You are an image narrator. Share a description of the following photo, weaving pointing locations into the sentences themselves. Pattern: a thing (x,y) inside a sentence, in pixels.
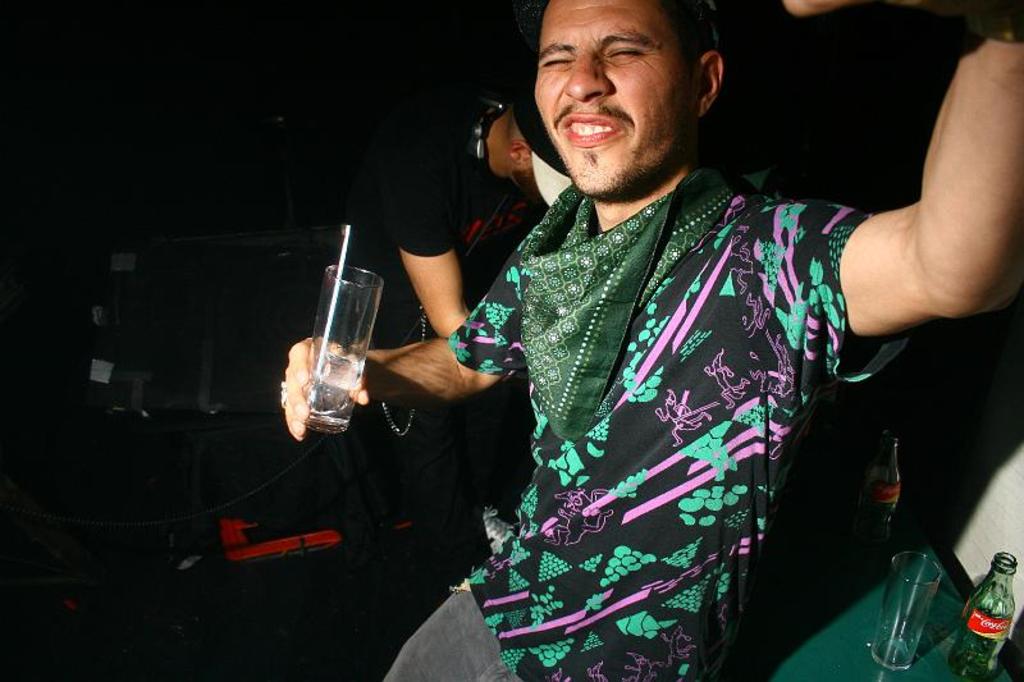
In this picture there is a man (643,458) standing and holding a glass (320,366) in his hand (302,369) with straw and drink (330,388) in it. To the below right corner of the image (833,628) there is a table (837,587) and on it there are bottles (878,512) and a glass (926,606). Behind him there is a man (432,213) standing and a box (217,385). The background (108,186) is dark.
